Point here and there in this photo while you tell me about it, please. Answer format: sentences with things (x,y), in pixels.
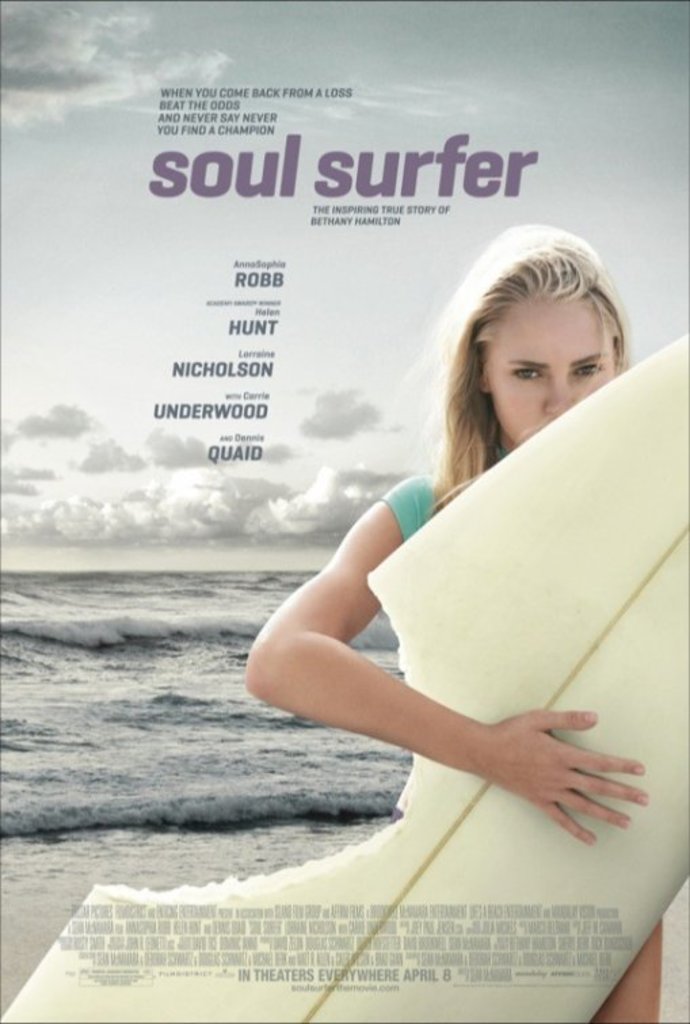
In this image there is a lady person (547,719) standing and holding surfing board (601,670) and at the background of the image (205,653) there is a water (196,756) and cloudy sky (191,511).
